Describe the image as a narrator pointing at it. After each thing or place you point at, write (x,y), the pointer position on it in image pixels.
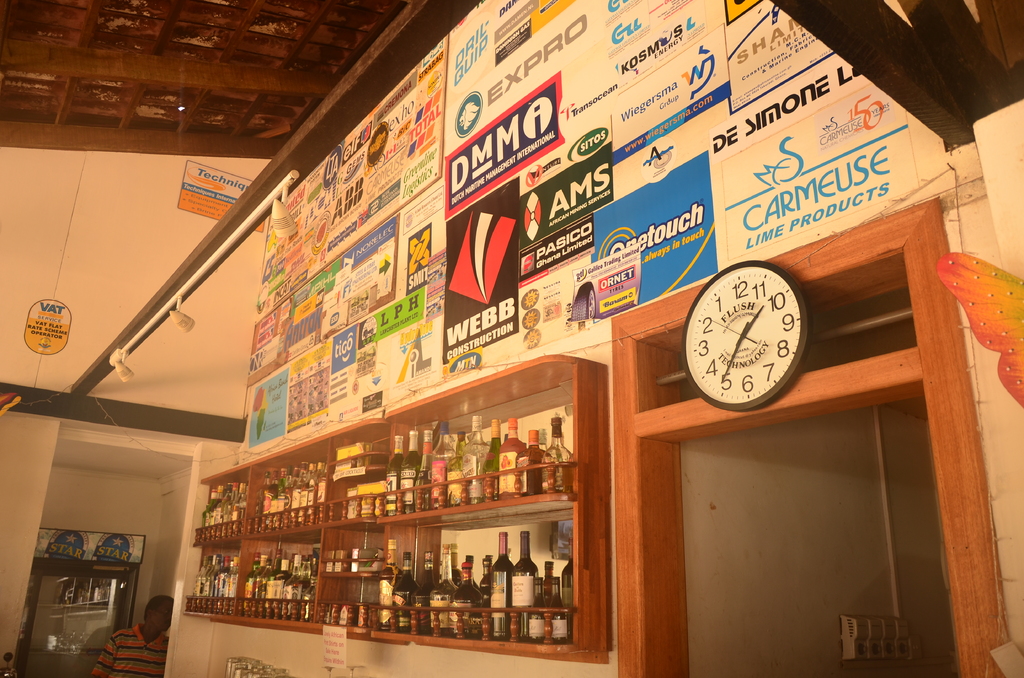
In the image I can see a place in which there are some bottles (400,592) arranged in the shelves (456,398) and around there are some posters (293,388), clock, frames (349,370) and a person (162,653).
